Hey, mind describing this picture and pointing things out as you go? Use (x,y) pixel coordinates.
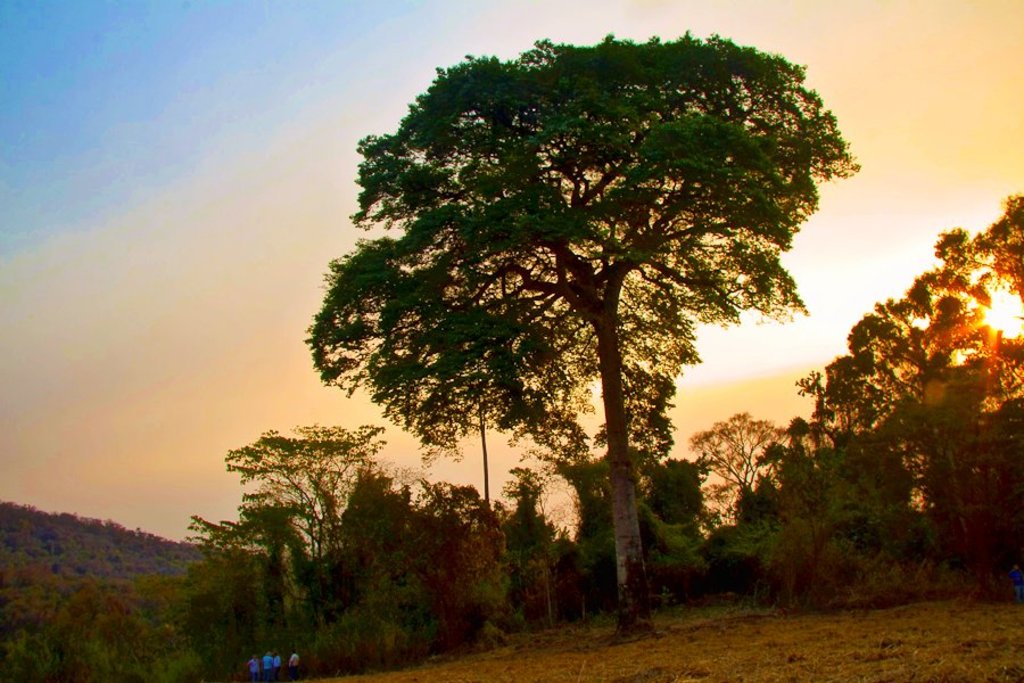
In this image there are trees (616,390). On the right (1009,315) we can see the sun (1009,300). On the left (40,532) there is a hill (100,547). In the background (261,230) there is sky (832,96). At the bottom (269,665) there are people (270,678).
